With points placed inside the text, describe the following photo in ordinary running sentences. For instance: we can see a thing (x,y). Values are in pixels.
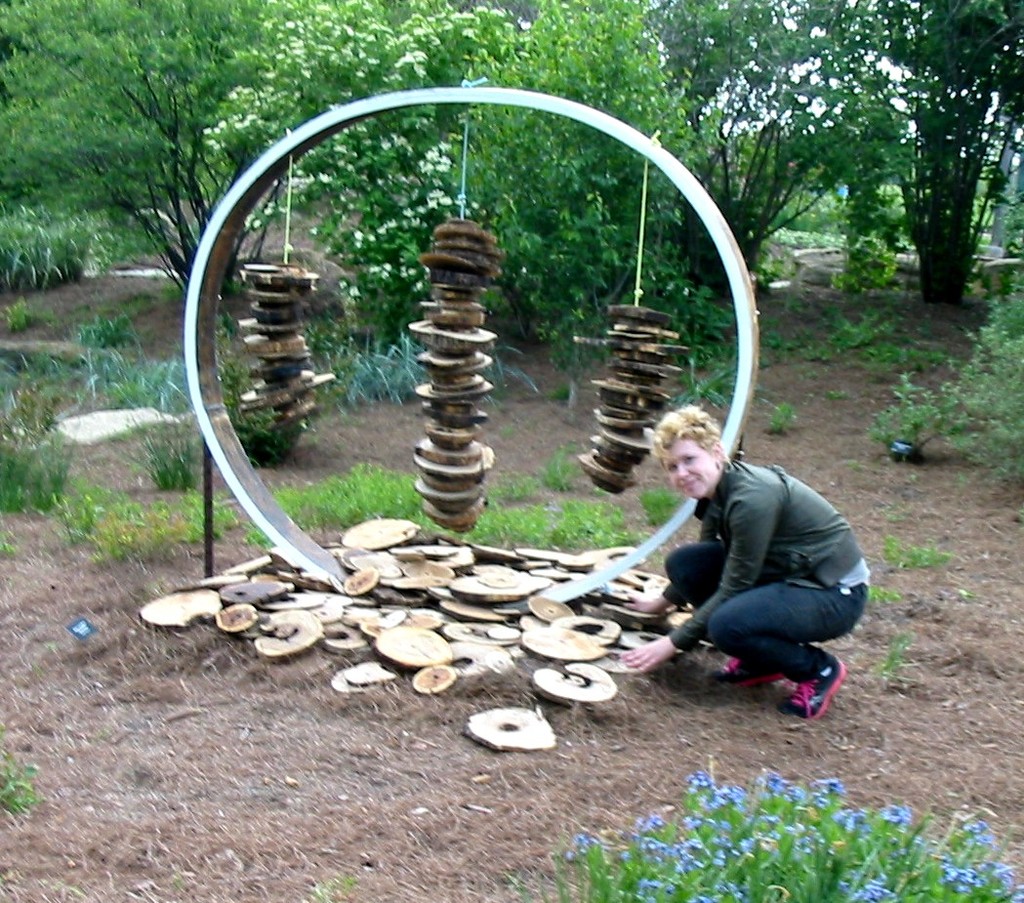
This is the woman (778,554) sitting in squat position. These are the wooden pieces (511,589) lying on the ground (397,736). This looks like a circular ring (317,569). I can see the grass (163,522). These are the trees (470,76) with branches (945,183) and leaves (16,80). At the bottom of the image (779,854), that looks like a plant (800,873) with the flowers (778,836). I can see few wooden pieces (453,437), which are hanging.
